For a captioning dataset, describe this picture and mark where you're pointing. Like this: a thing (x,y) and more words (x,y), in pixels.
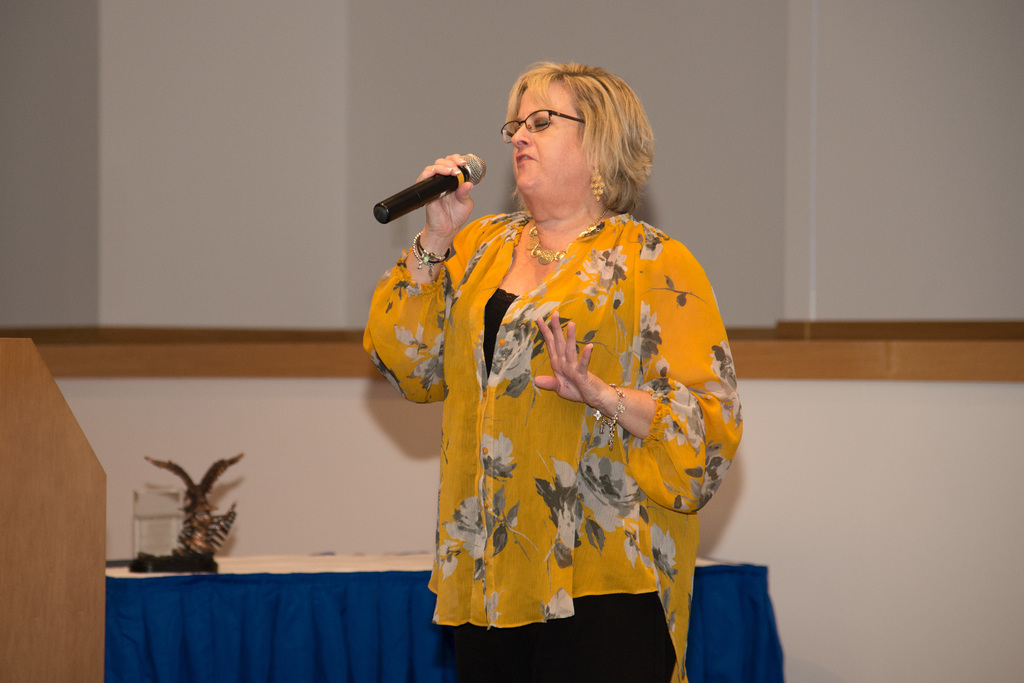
In this picture there is a woman (609,83) standing and talking and she is holding the microphone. On the left side of the image (3,470) there is a podium (17,662) and there are objects (143,566) on the table (301,610). At the back (741,87) there is a wall (425,467).
